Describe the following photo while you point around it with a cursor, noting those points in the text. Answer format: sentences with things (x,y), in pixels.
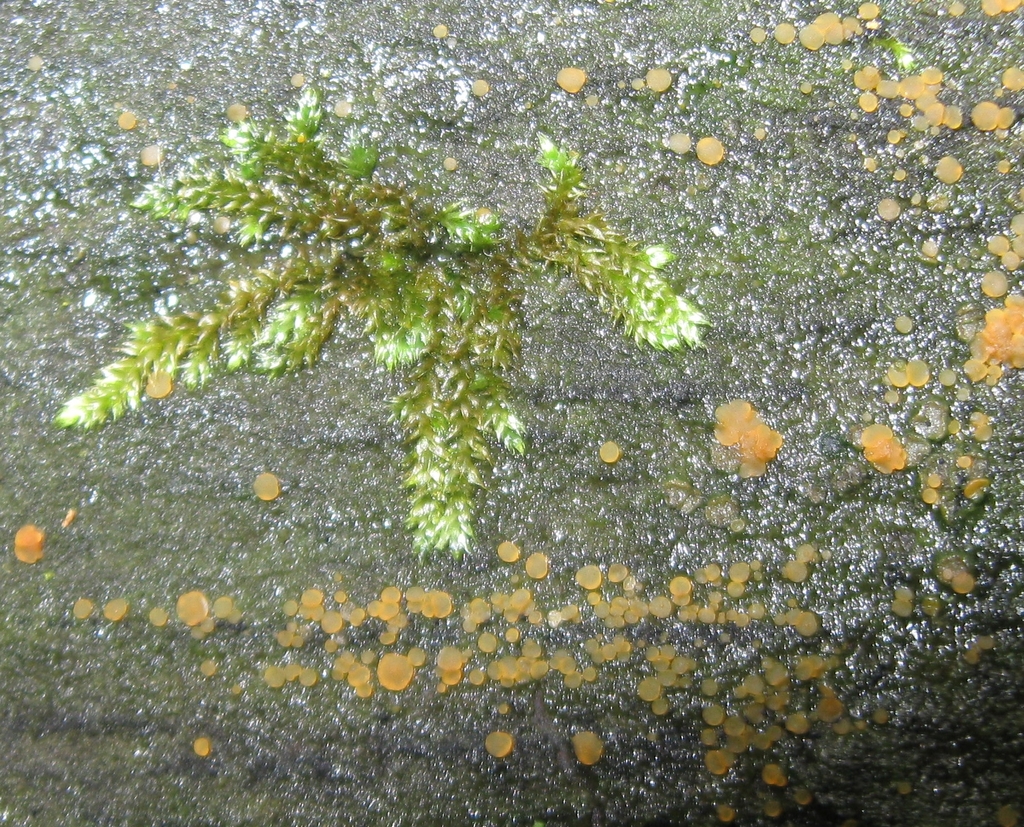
On this rock (508,38) we can see the formation of algae (626,645) and plant (384,283).
